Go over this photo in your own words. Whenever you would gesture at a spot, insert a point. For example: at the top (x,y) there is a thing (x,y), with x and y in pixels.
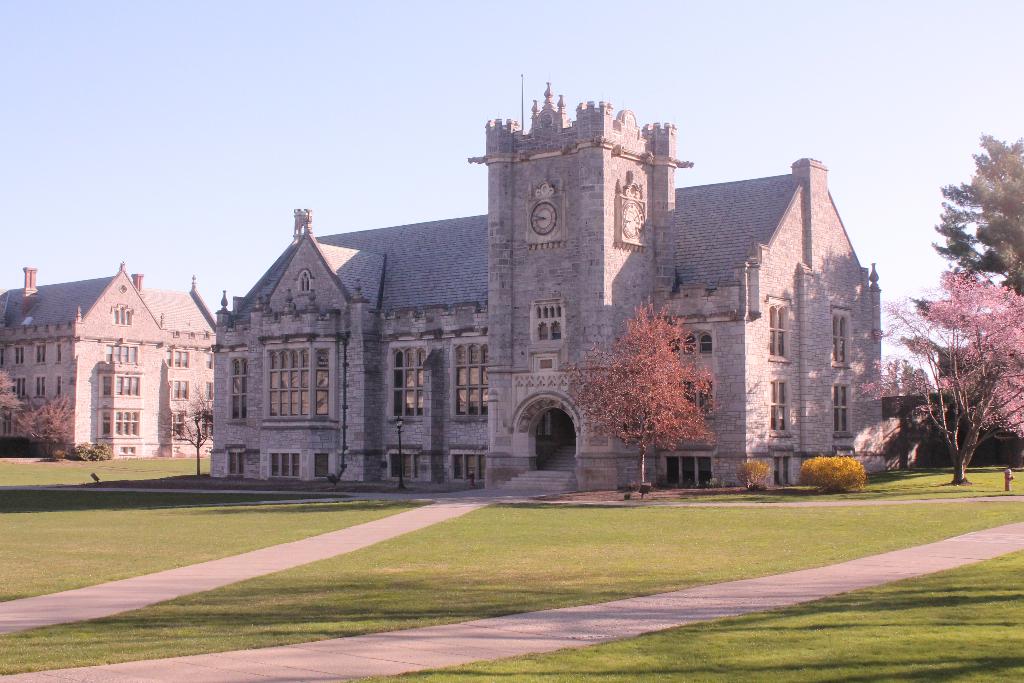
In this picture we can see buildings (464,433) with windows (777,347), trees (36,404), clocks (536,211), grass (50,507), steps (540,489) and in the background (101,126) we can see the sky (420,140).
